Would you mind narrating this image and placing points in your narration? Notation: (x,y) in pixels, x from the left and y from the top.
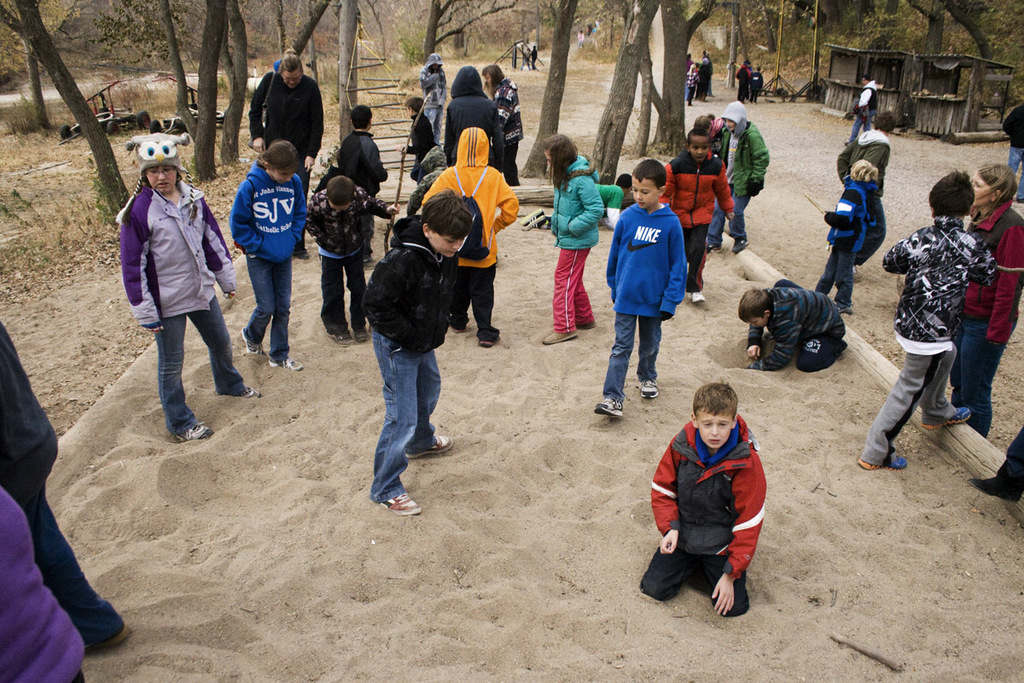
In this picture I can see group of people (930,252) standing, there is sand (811,471), there are wooden sheds (842,104), there are tyres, and in the background (42,33) there are trees (567,3).
